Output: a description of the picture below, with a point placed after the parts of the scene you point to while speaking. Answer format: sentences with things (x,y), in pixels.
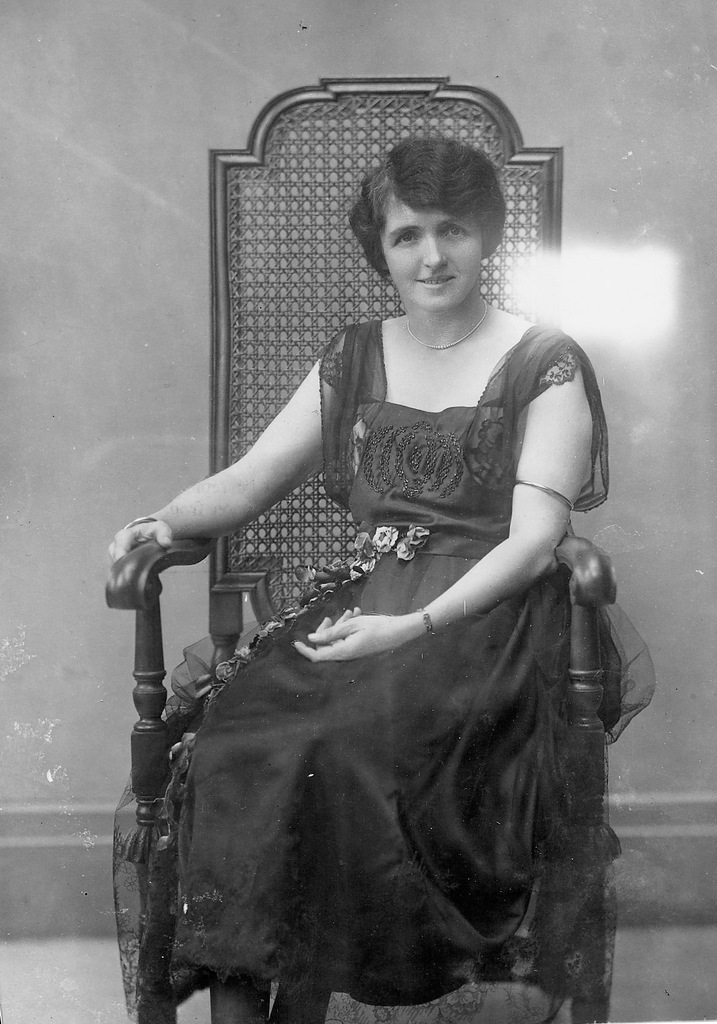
It is a black and white photograph a woman (398,253) wearing a gown (456,490) is sitting on the chair (412,106), in the background (60,398) there is a wall (679,659).
